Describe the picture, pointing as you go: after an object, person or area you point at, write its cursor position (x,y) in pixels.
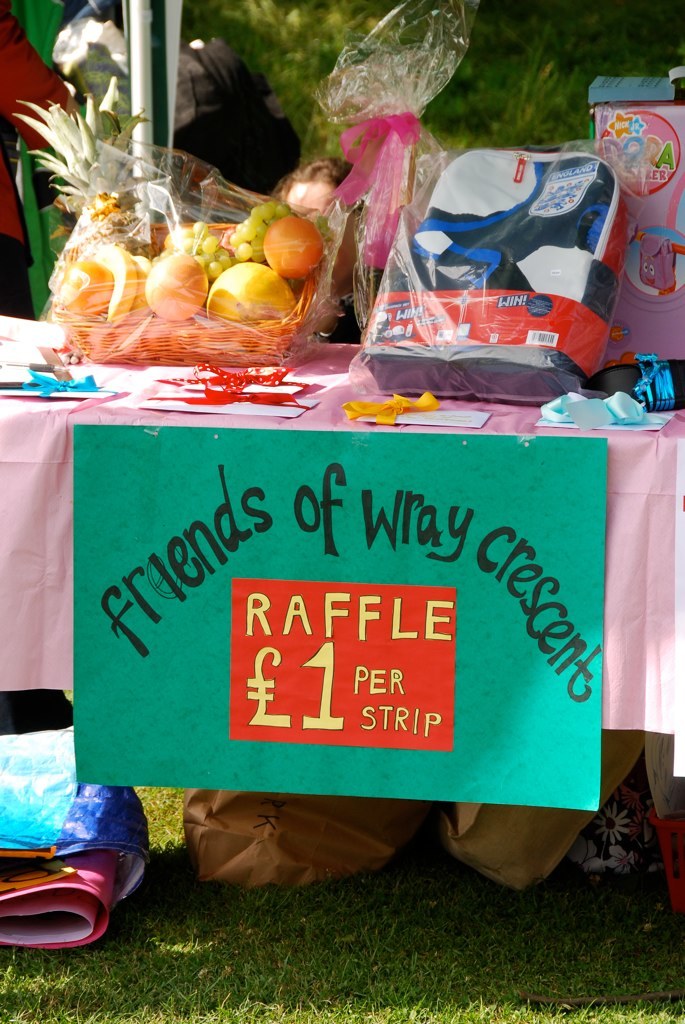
in this image there is one table (8,518) and some fruits (187,303), some bags (541,287) and some toys (642,133) there on the table (302,392) in front of the table (623,433) there are writing something and behind the table (191,392) there could be one person (319,206) is there and behind the person (319,197) grass (500,70) is there in the background (508,104) is very sunny.
